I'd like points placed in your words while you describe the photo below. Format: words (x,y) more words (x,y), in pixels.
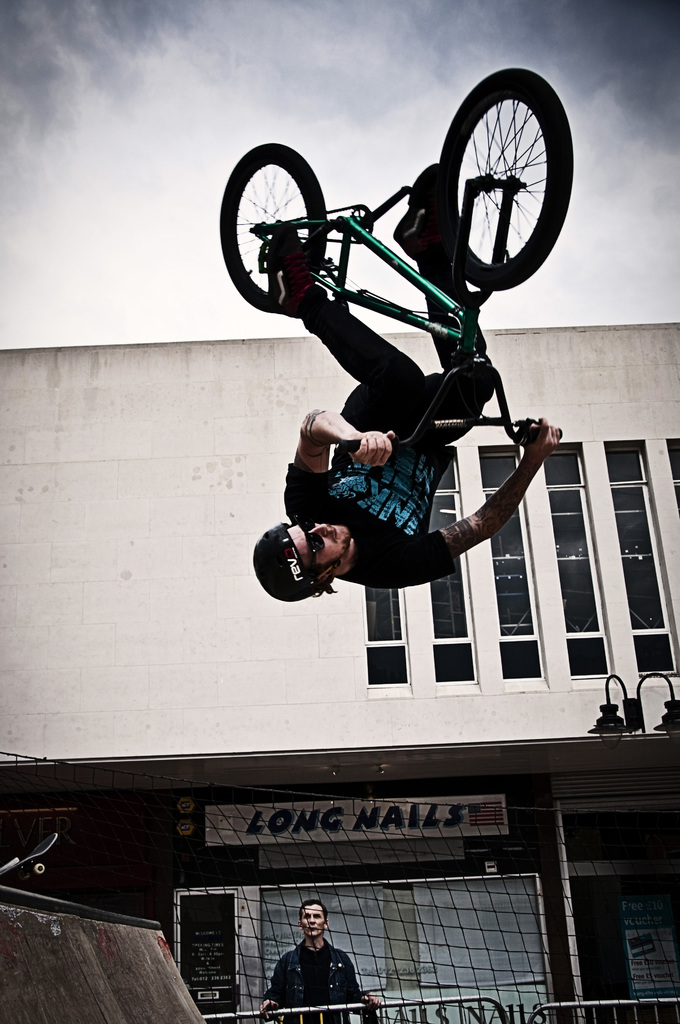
There is a man (371,523) doing stunts in a cycle (346,299). In the background (254,468) there is a building (360,684), there is a net (301,847). Another man (302,943) is standing in the bottom (330,983). The sky (374,15) is cloudy.
